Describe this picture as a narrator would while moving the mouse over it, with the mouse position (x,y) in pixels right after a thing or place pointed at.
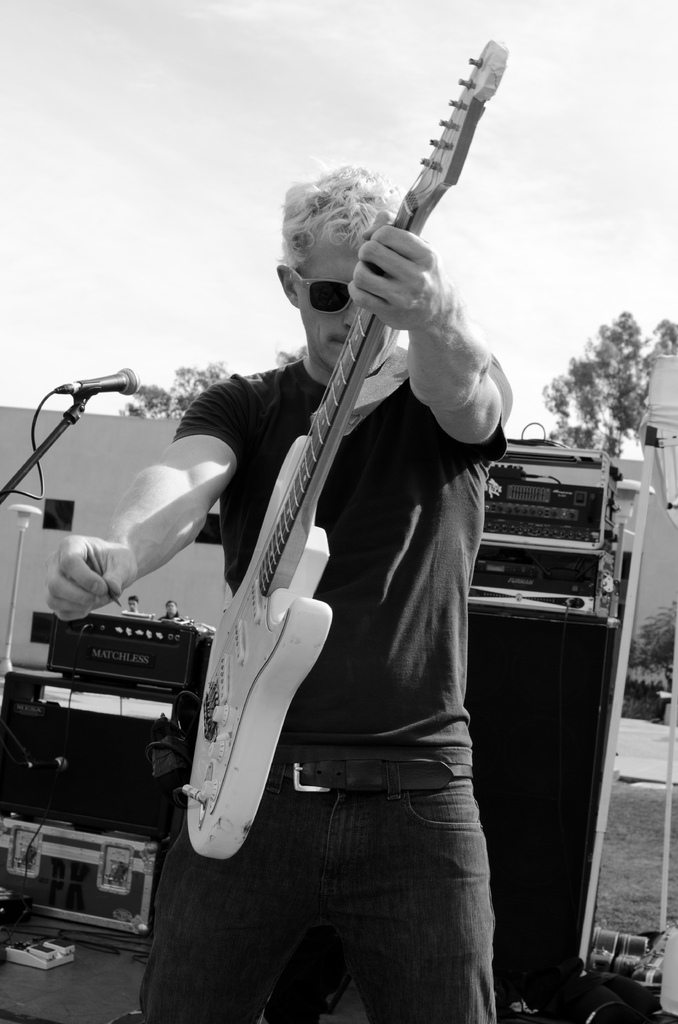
In this image is standing and holding a guitar (294,561) in his hand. Next to that a mike (57,391) is there. Back speakers (583,707) and music systems (176,717) are kept and two persons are visible in the middle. In the top (213,266) sky (211,240) is visible of white in color. And trees (599,398) are visible on both side. This image is taken during day time.
